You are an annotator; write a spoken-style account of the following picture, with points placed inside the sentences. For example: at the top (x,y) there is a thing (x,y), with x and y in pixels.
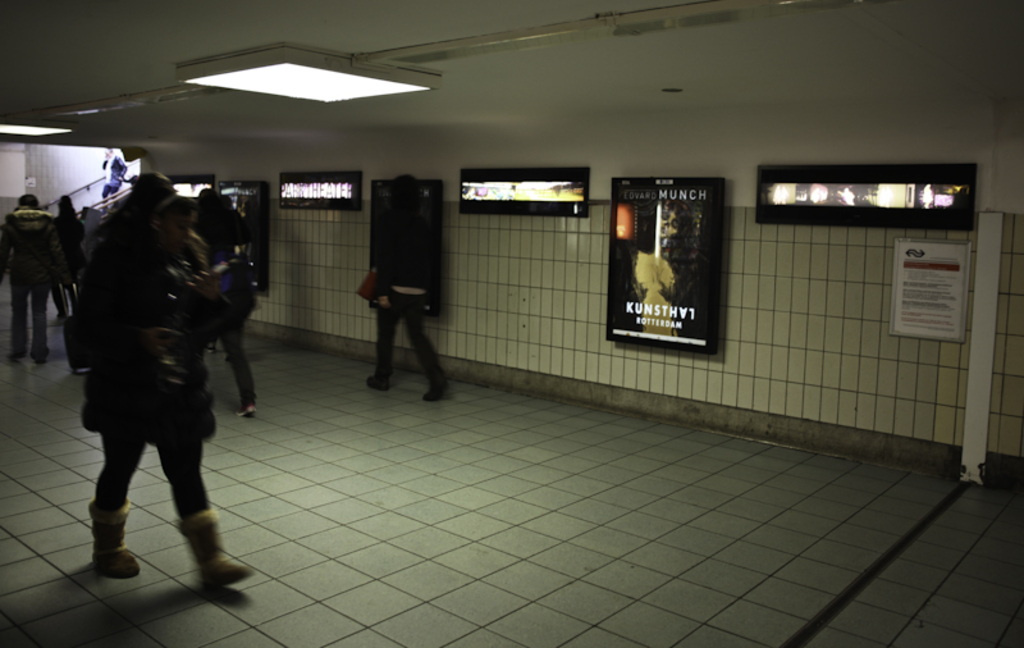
In this picture I can see group of people (183,326) are walking on the floor (455,493). Here I can see a wall (590,250) which has boards (686,285) attached to it. Here I can see lights (291,88) attached to the ceiling (198,106).
